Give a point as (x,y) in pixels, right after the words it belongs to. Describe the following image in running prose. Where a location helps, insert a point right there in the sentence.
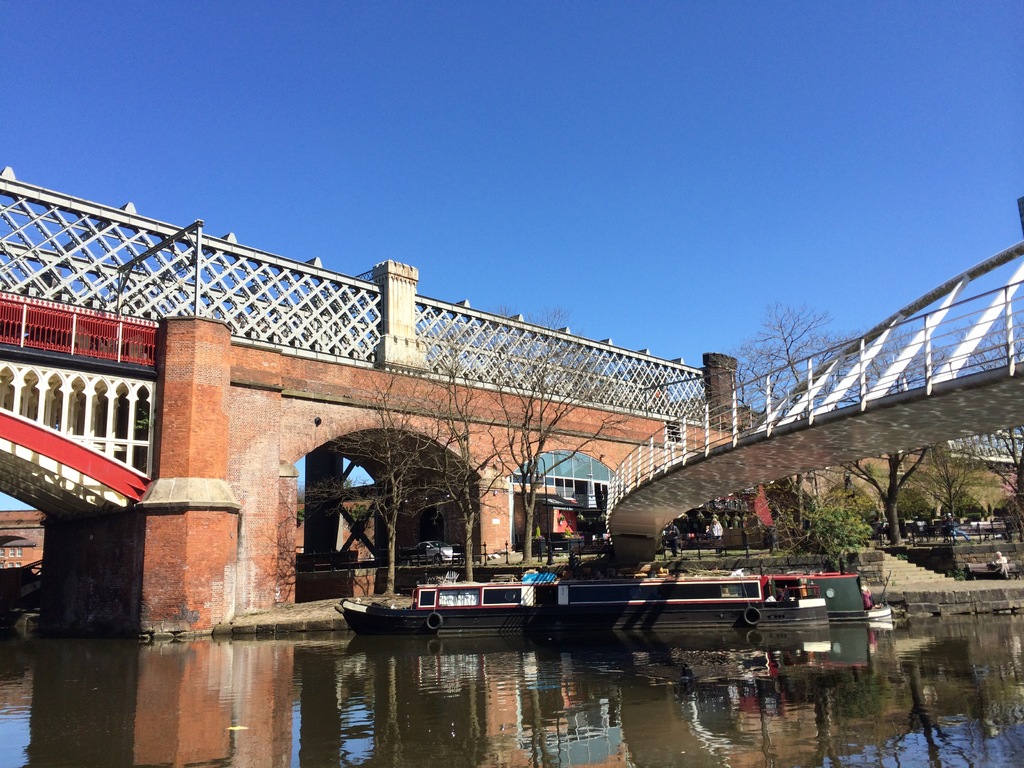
There is a boat (804,579) on the water (642,708). Here we can see trees (863,534), car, boards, and a building (518,473). There is a person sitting on a bench (975,573). Here we can see a bridge (676,450). In the background (752,389) there is sky (634,205).
